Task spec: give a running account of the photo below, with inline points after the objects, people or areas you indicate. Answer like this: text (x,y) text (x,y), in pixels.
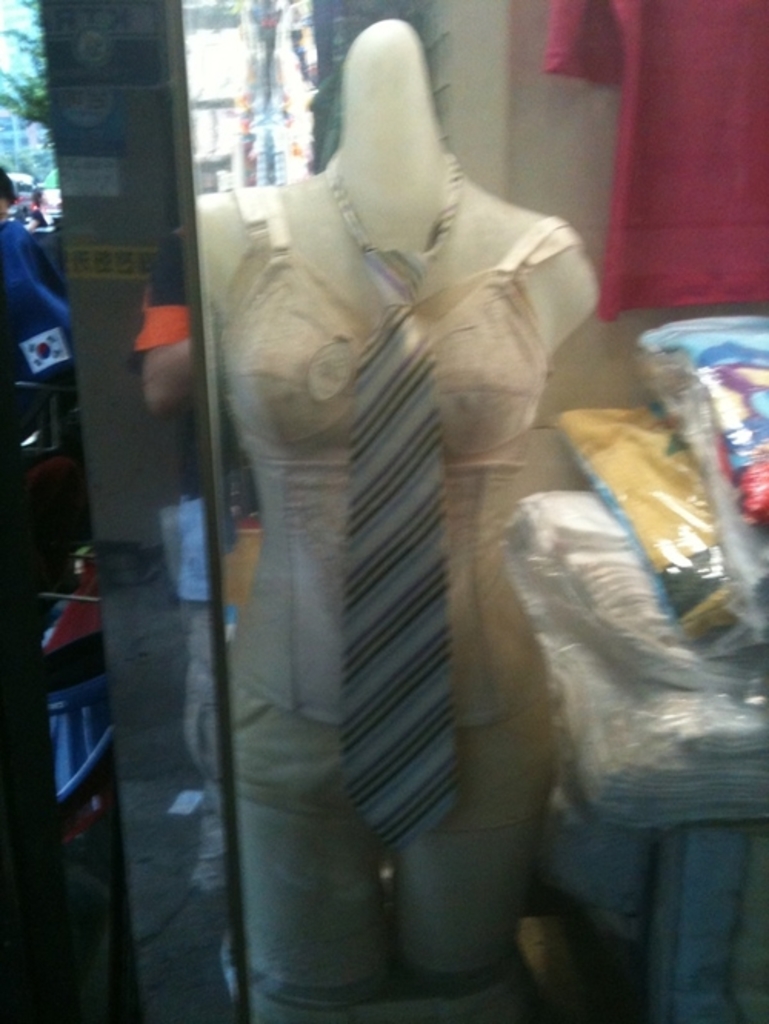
In this picture we can see mannequin (493,659) standing in the front (371,503) with some clothes (454,693) and tie (404,535) in the neck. Beside we can see some clothes (632,546). Behind there is a red t-shirt (640,79) hanging on the wall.
